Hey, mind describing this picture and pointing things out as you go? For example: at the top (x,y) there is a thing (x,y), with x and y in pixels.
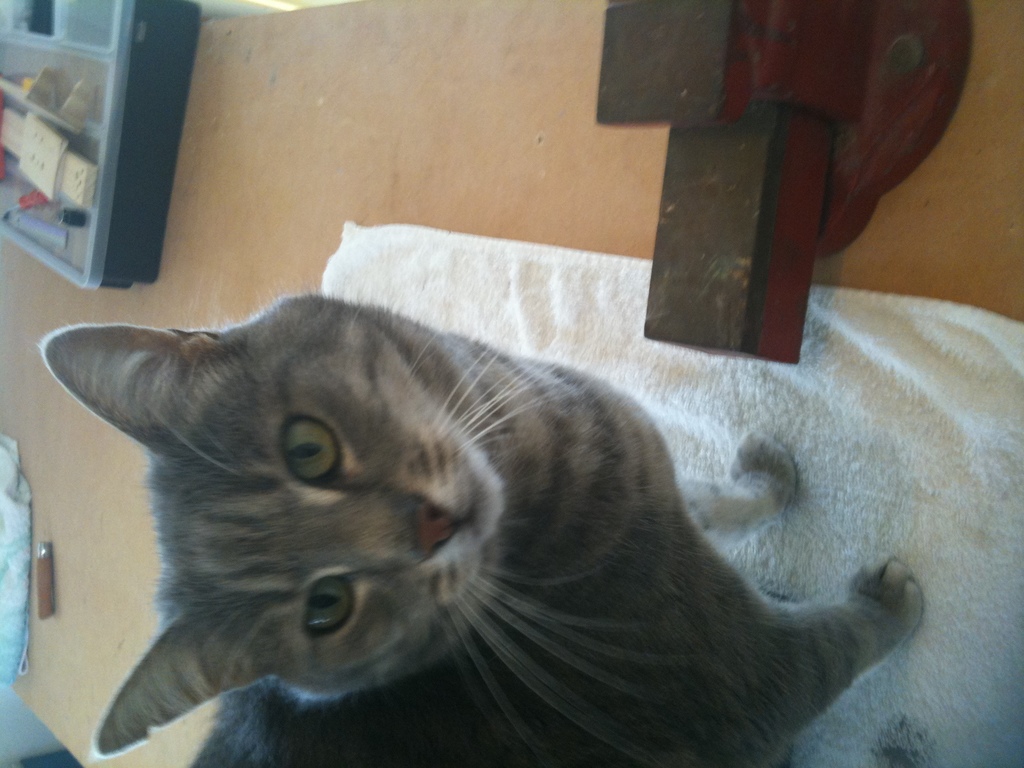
In this image there is a cat (568,616) standing on the towel (792,443) which is white in colour. On the top (753,136) there is an object (749,144) which is black and red in colour and there is box (104,156) which is grey and black in colour and on the left side (16,593) there is a cloth (19,578) and there is an object (42,588) which is brown in colour.
